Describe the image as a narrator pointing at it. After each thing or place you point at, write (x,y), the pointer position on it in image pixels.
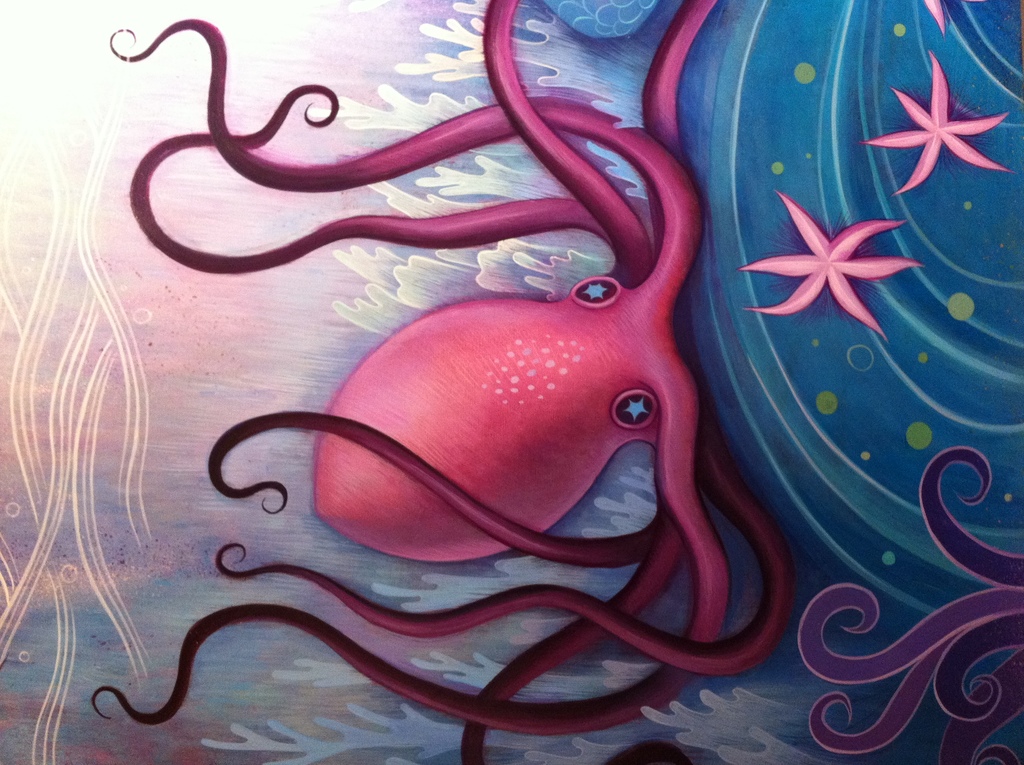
In the image we can see this is a painting of octopus (486,390) and starfish (829,270).
